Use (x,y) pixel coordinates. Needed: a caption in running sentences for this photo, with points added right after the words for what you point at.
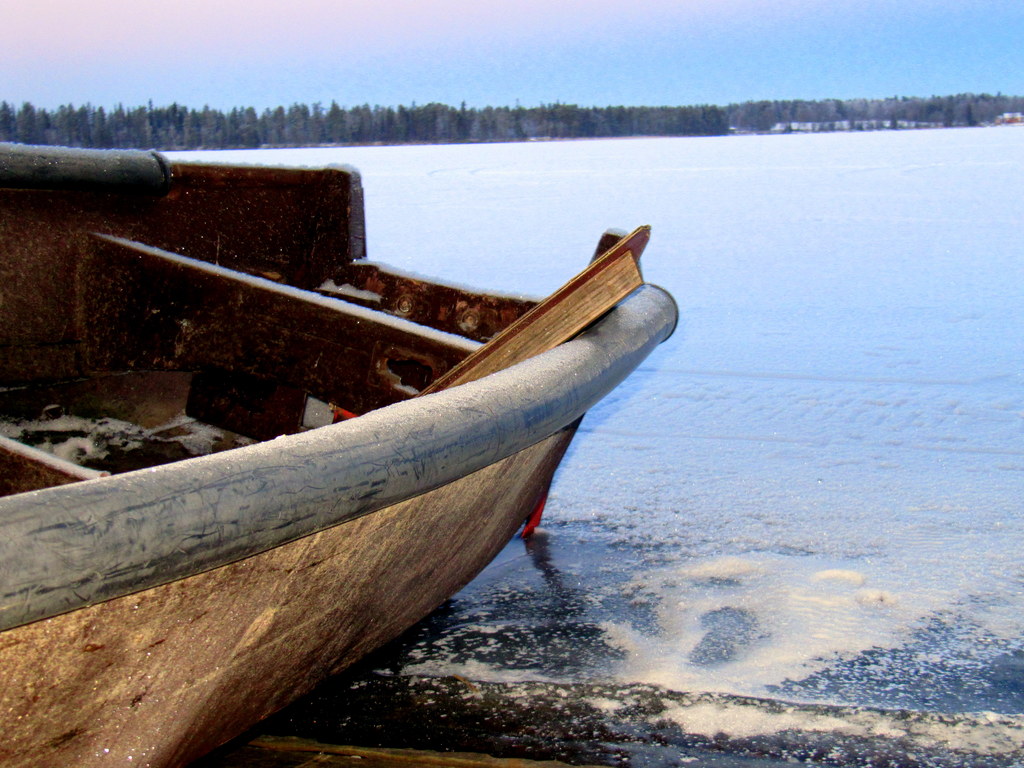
In this image I can see the boat (402,608) on the water (557,550). In the background (143,133) I can see many trees (422,135) and the sky (323,79).
